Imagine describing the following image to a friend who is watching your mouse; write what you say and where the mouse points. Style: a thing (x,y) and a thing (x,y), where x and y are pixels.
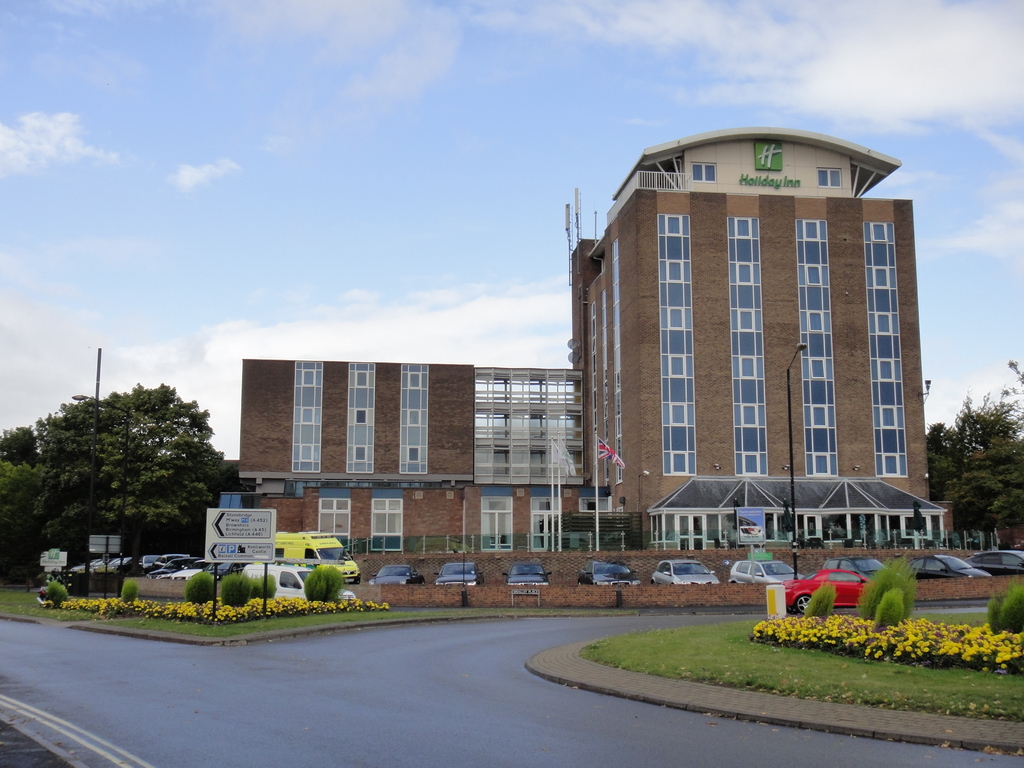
In this image we can see a building (371,382). On the building (519,393) we can see the windows (675,219) and some text (766,156). In front of the building (526,508) we can see vehicles (659,567), grass (691,634), plants (229,582), flowers (850,624), boards (253,521) with text (258,547), a pole (557,469) with a flag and street pole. On both sides of the image we can see the trees (170,437). At the top (303,193) we can see the sky (466,181).
